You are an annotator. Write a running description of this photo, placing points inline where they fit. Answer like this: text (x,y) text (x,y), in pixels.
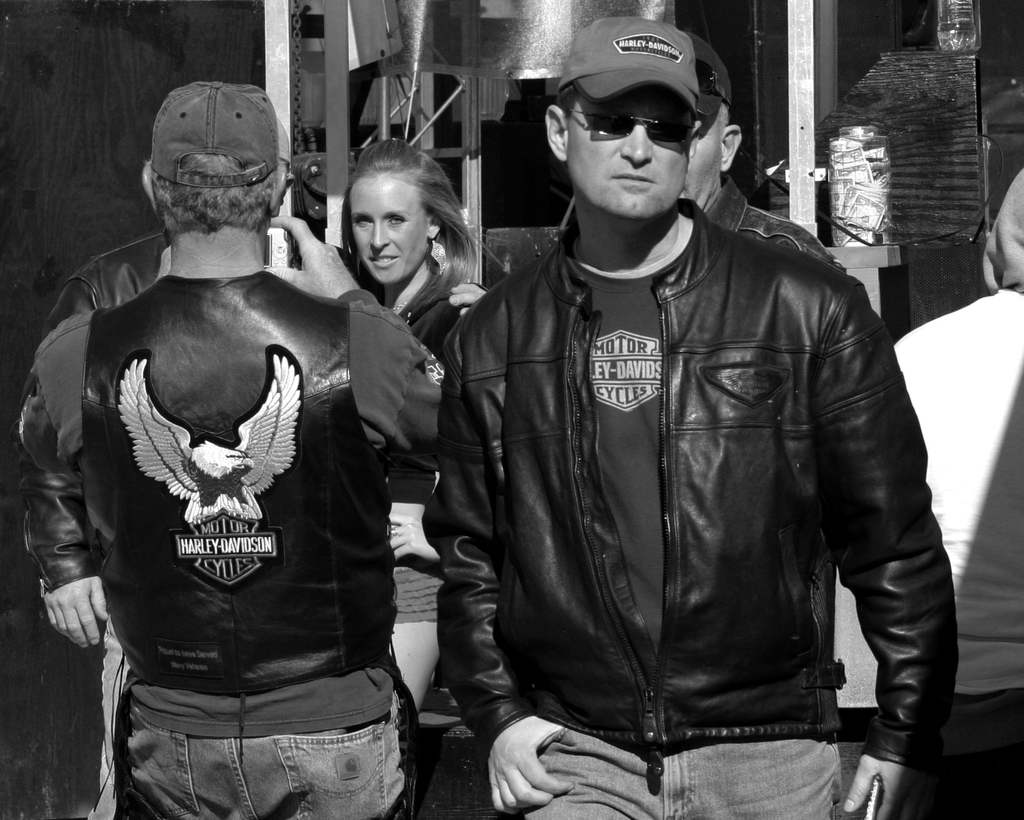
It is a black and white image. In this image, we can see people (532,610). Few people (578,450) are wearing caps (266,163). Here a person (316,273) holding a camera (273,250). Background (883,160) we can see rods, walls (539,178) and few objects (866,168).
